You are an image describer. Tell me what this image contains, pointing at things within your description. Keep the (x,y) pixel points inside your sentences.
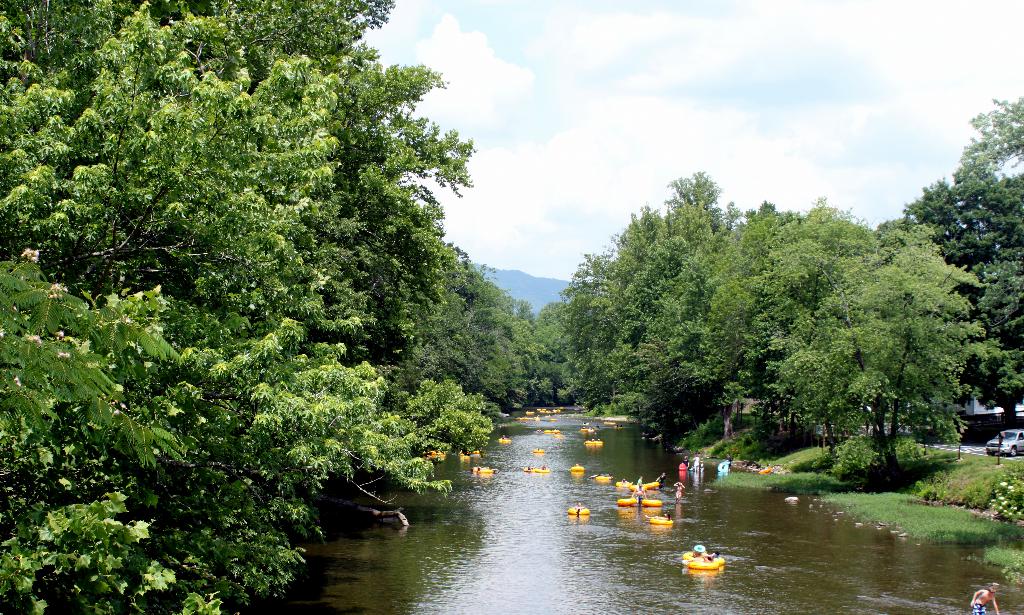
In the image there are inner tubes (573,469) in the river (568,442) with trees (791,364) on either side of it, in the back (550,283) there is a mountain (546,278) and above its sky (552,118) with clouds (504,197).
